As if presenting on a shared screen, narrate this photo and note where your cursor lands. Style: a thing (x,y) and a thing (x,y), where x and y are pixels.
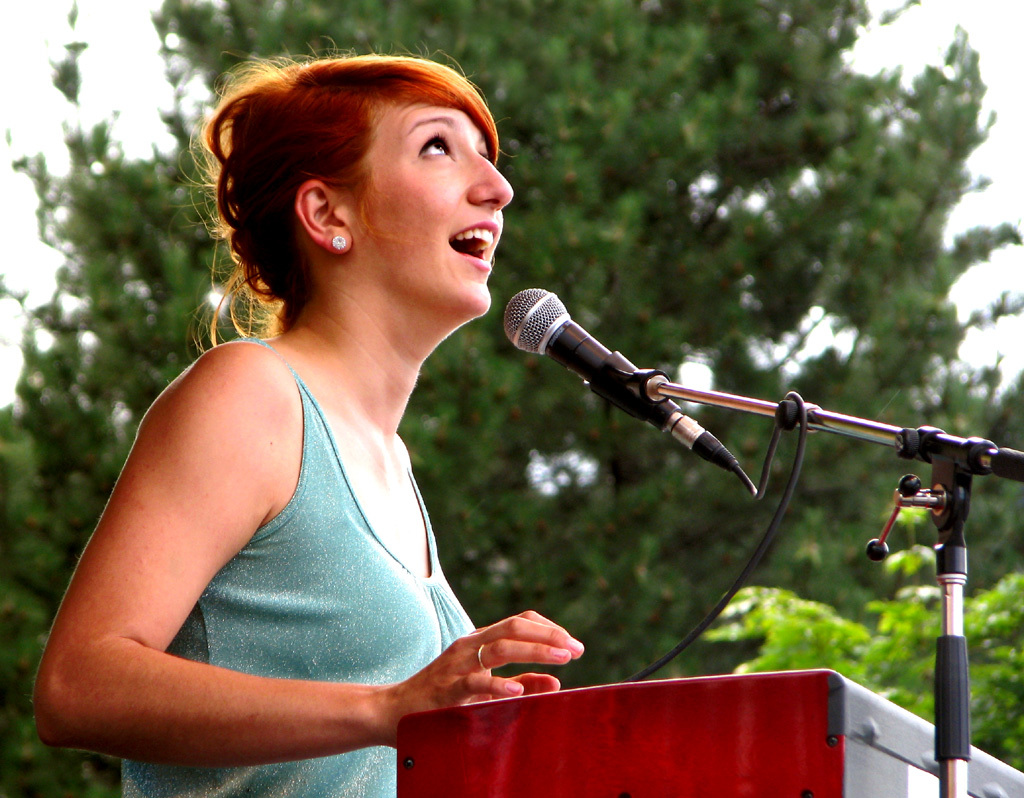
On the left (138,498) there is a woman (322,557) standing at the podium (665,705). On the right (780,412) there is a mike (684,415) with stand (951,659). In the background (659,153) there are trees (610,448) and sky (25,279).
